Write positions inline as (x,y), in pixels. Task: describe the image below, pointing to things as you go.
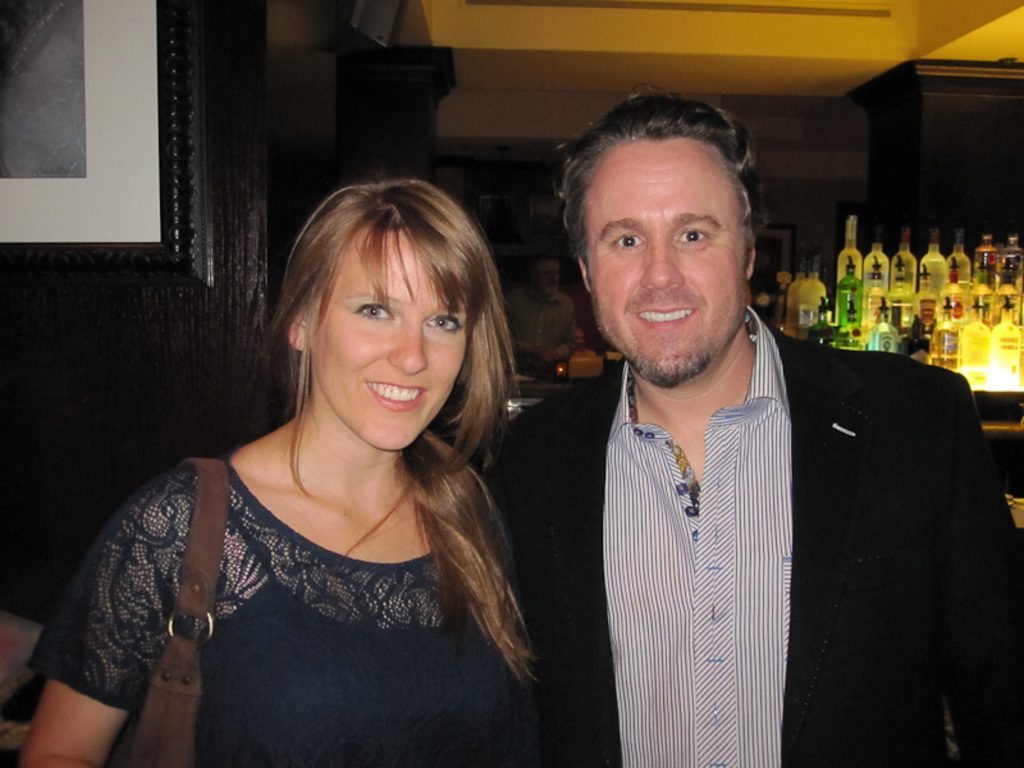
In this picture I can see a man (614,678) and a woman (305,723) standing and smiling, and in the background (895,303) there are bottles (910,294) arranged in an order, there are frames (32,151) attached to the wall (845,197), there is a person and there are some other objects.
